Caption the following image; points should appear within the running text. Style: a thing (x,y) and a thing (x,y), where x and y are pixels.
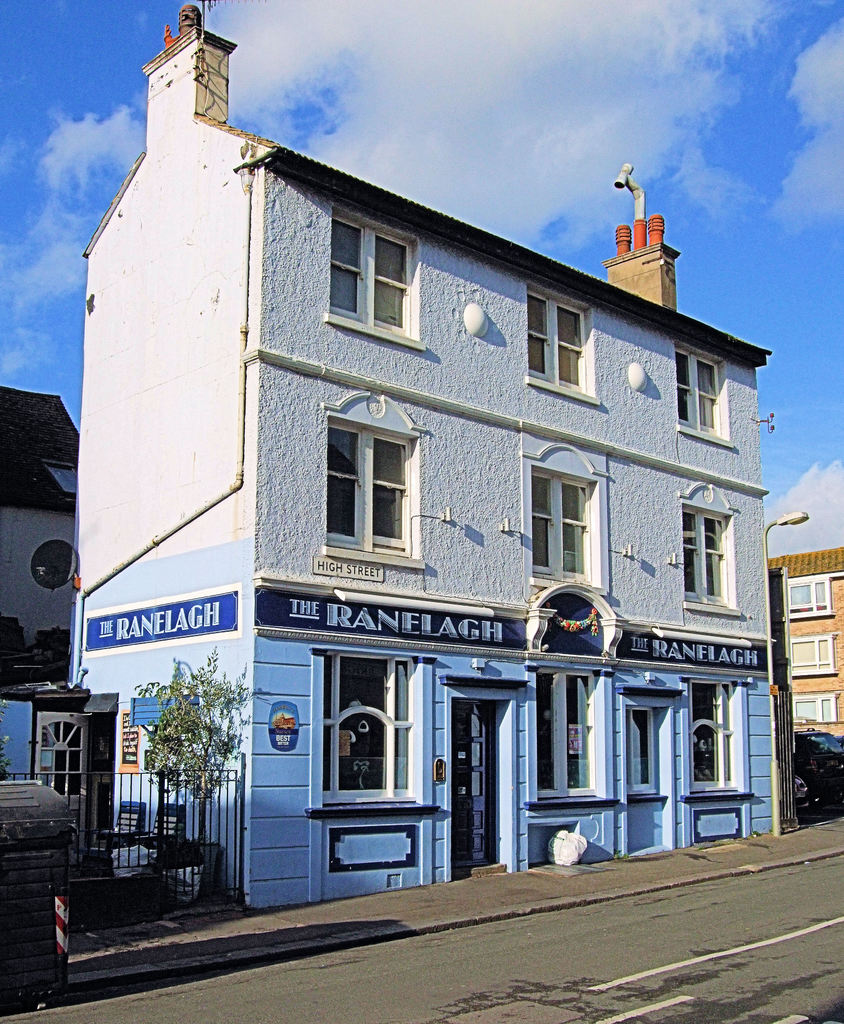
In the middle of the picture (414,558), we see a building (464,634) in white color. At the bottom of the picture (390,951), we see the road (609,951). Beside the building (442,568), we see a gate (161,810) and a tree (228,694). In the left bottom of the picture (36,823), we see a garbage bin (27,869) in black color. There are buildings (6,473) in the background (815,712). On the right side (811,754), we see a black car (803,746). At the top (565,48), we see the sky (388,72) and the clouds (307,152).
